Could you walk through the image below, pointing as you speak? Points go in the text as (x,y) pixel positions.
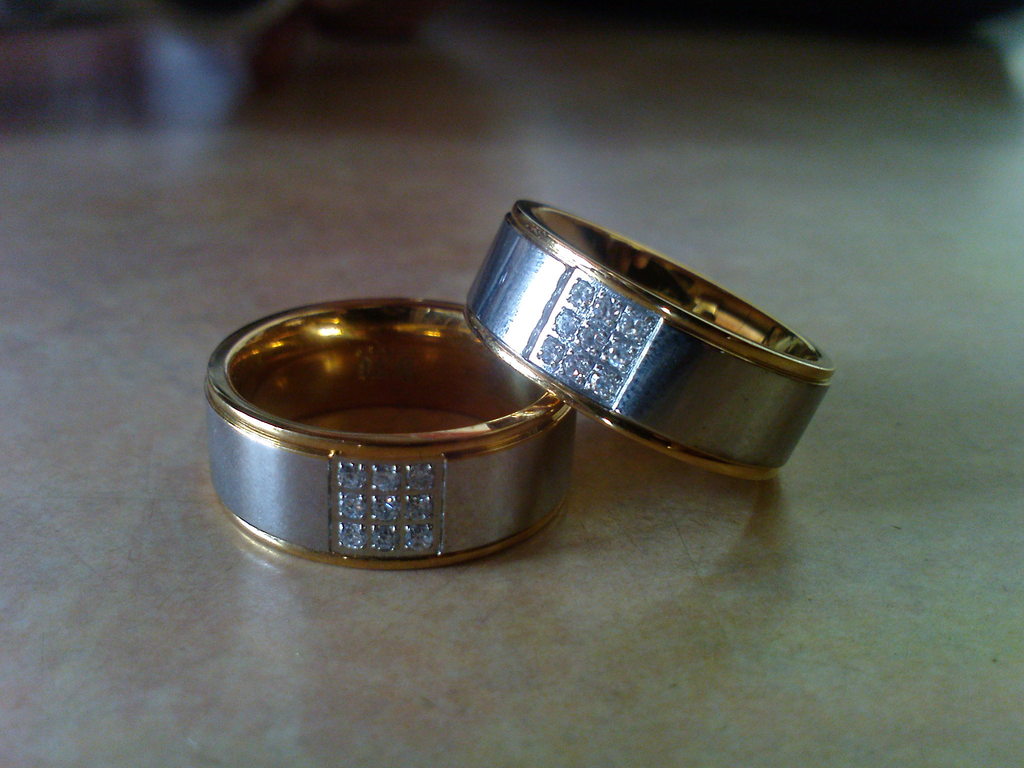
In this image there are two hand rings (281,522) on the floor (600,488).
